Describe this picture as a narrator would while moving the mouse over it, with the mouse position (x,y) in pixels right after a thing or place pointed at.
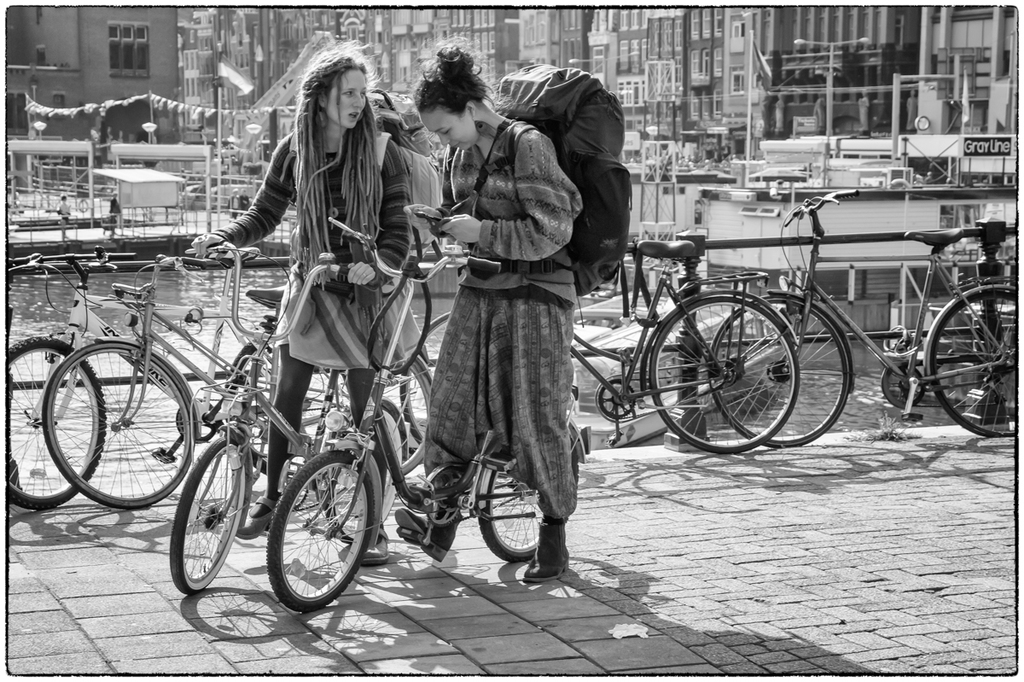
Here we can see two women (347,150) with travel bags (391,124) on them sitting on a bicycle (411,255) and behind them we can see number of bicycles (661,247) present and buildings (246,40) present all over there
